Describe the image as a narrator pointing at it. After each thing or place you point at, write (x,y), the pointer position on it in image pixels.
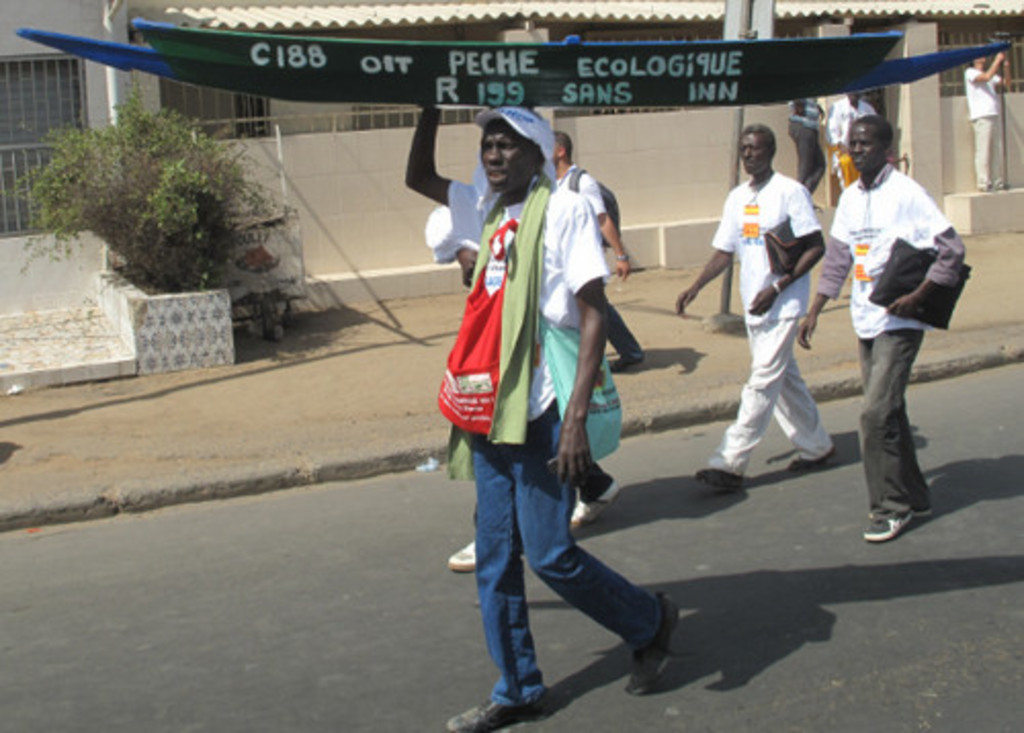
In the center of the image (533,267) there is a person (561,204) walking holding a boat (212,50) on his head (523,119). In the background of the image (50,19) there is a house (933,47). There is a plant (194,239). There are other people (867,378) walking on the road (678,538).
